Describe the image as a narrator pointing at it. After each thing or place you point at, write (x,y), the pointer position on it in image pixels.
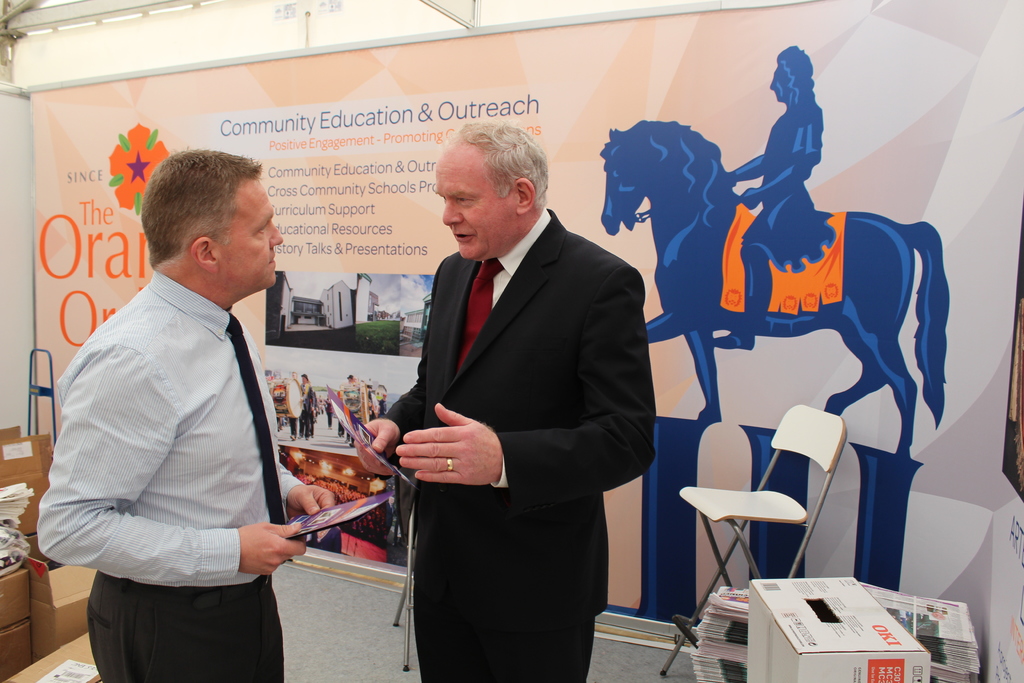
In this picture I can see couple of men (512,429) standing and looks like a man (452,338) is talking and they are holding papers (372,448) in their hands (376,462) and I can see few carton boxes (9,678) on the left side (21,454) and I can see a chair (712,511) and few papers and a box (883,643) on the right side (872,671) and I can see an advertisement hoarding (392,213) in the back (603,166) with some text (349,211) and pictures (362,372).
